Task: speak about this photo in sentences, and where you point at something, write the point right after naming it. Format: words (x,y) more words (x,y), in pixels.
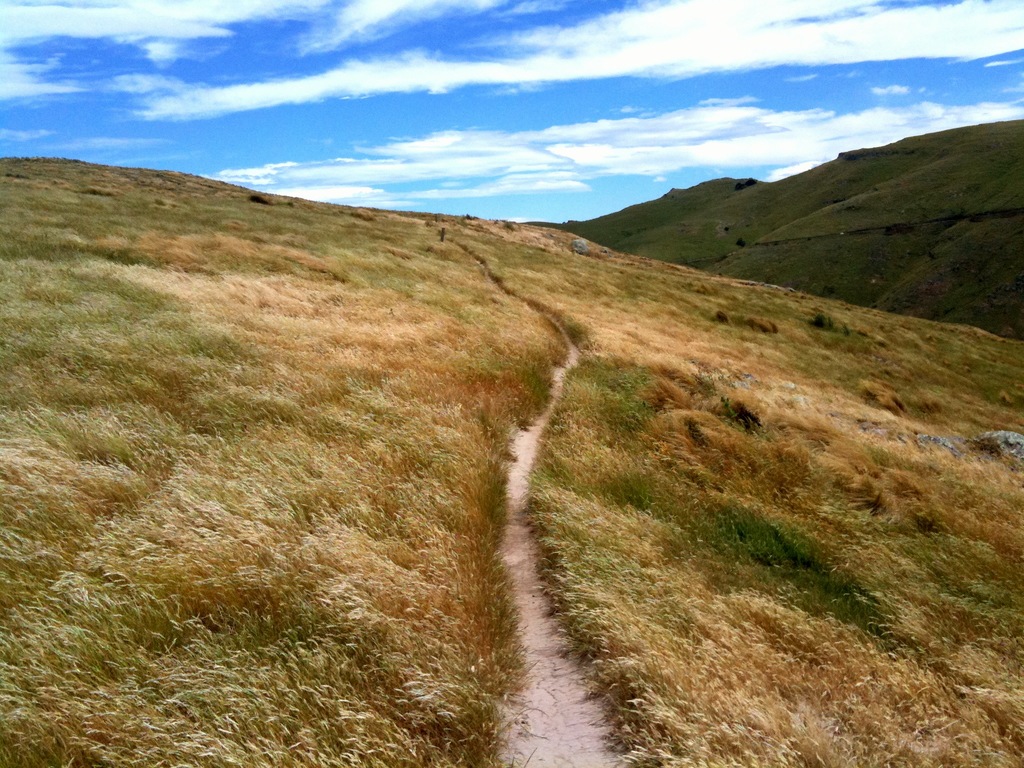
In this image there is grass (437,660). There are sand (570,710) and stones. On the right side (980,275) there are mountains (959,254). There are clouds (541,183) in the sky (533,171).
